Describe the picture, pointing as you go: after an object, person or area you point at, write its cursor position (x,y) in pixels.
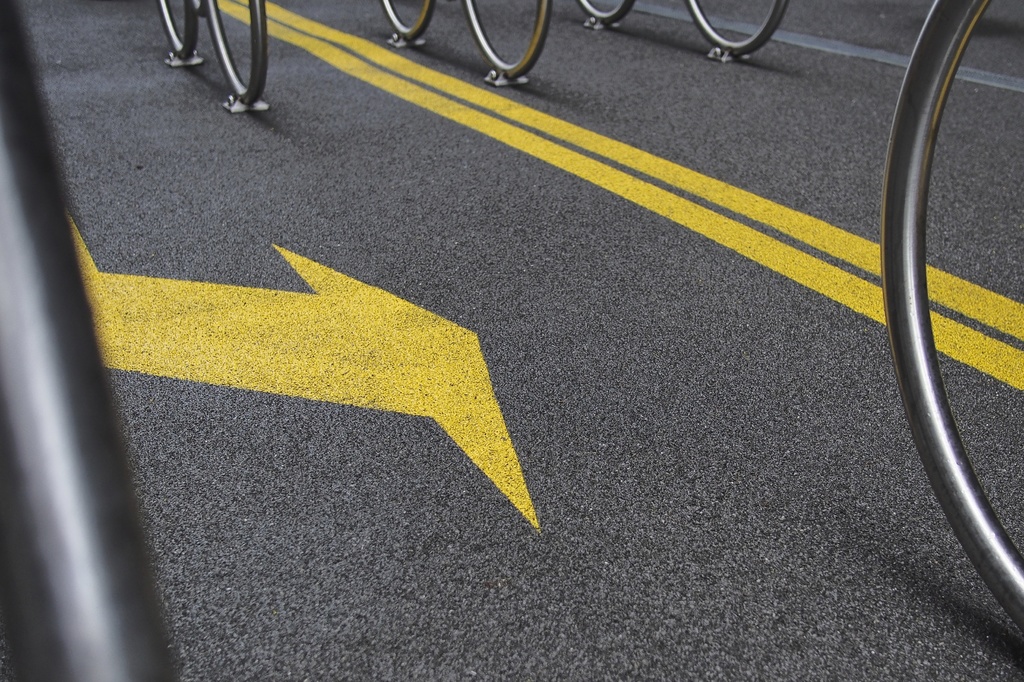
In this image there is a road (515,220) on which there are metal rings (248,91) which are kept on the road (281,103). On the road (277,340) there is a direction (228,326).
